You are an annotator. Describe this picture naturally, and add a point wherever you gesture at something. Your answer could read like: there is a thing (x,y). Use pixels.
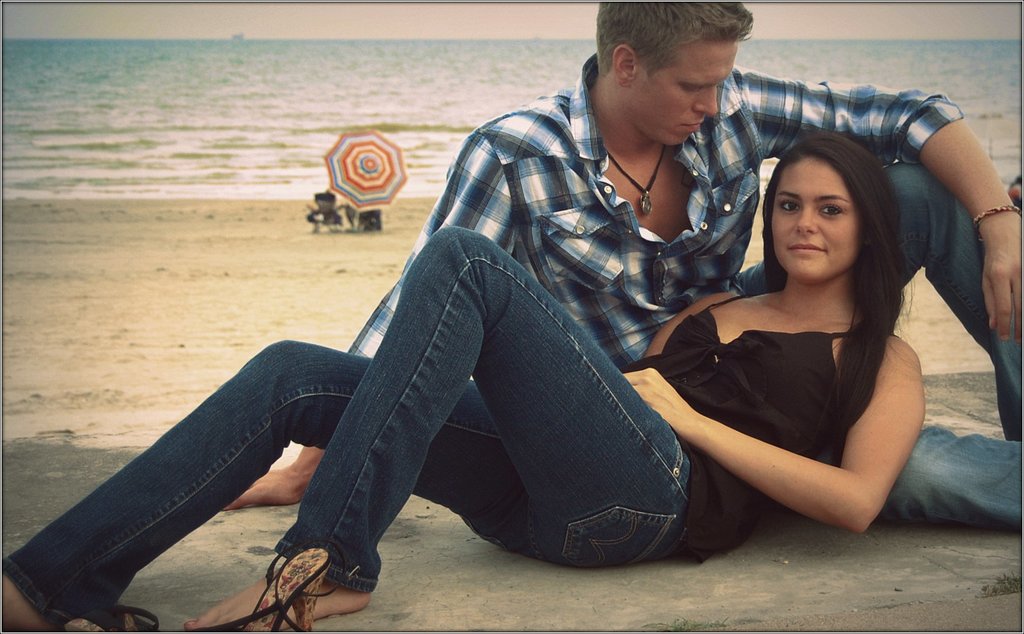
In the center of the image (558,263) we can see two people (664,536) sitting on the concrete surface (845,563). In the background of the image (396,39) there is ocean (96,90). There is a umbrella (349,193). There are two chairs (333,205). There is sand (158,303).
